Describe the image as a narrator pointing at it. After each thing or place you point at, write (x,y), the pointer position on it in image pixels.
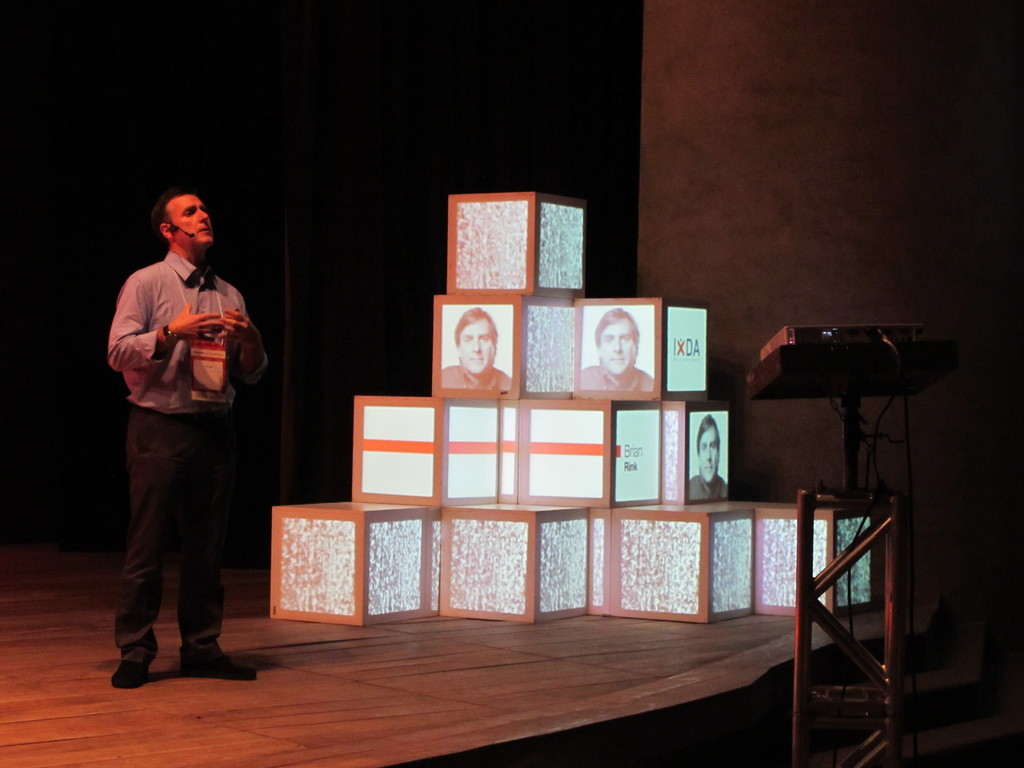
This picture is clicked inside. On the left (181,268) there is a man (161,290) wearing shirt (152,391) and standing on the ground (277,685). On the right (886,332) there is an object (798,349) seems to be a projector (865,363) attached to the metal stand (886,549) and there are some boxes (525,390) placed on the ground (636,666). In the background (746,145) we can see the wall (764,103) and some other objects (240,196).
